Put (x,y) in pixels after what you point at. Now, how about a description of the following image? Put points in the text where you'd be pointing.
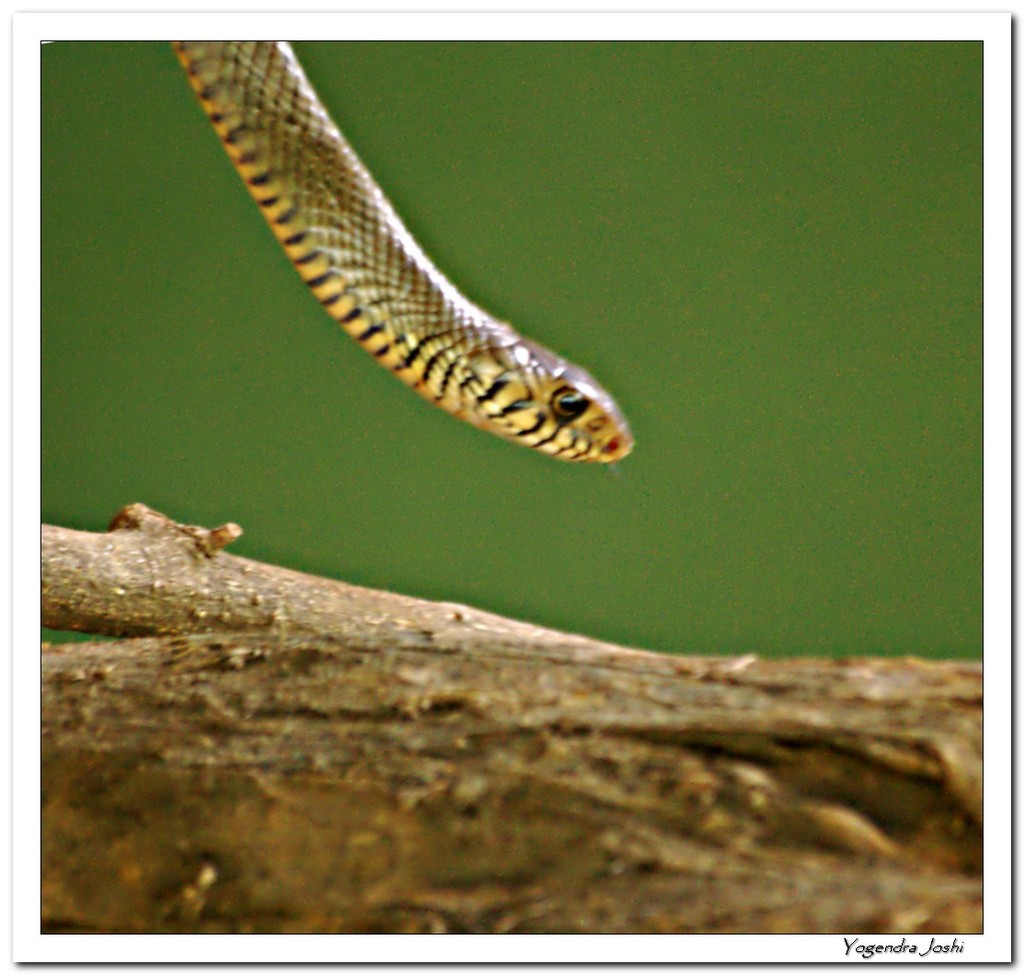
In this image we can see a photo (501,364). In the photo (518,375) we can see a snake (628,430). Behind the snake (628,430) the background (293,451) is green. At the bottom (583,845) we can see a wooden object (325,738). In the bottom right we can see the text (932,944).
